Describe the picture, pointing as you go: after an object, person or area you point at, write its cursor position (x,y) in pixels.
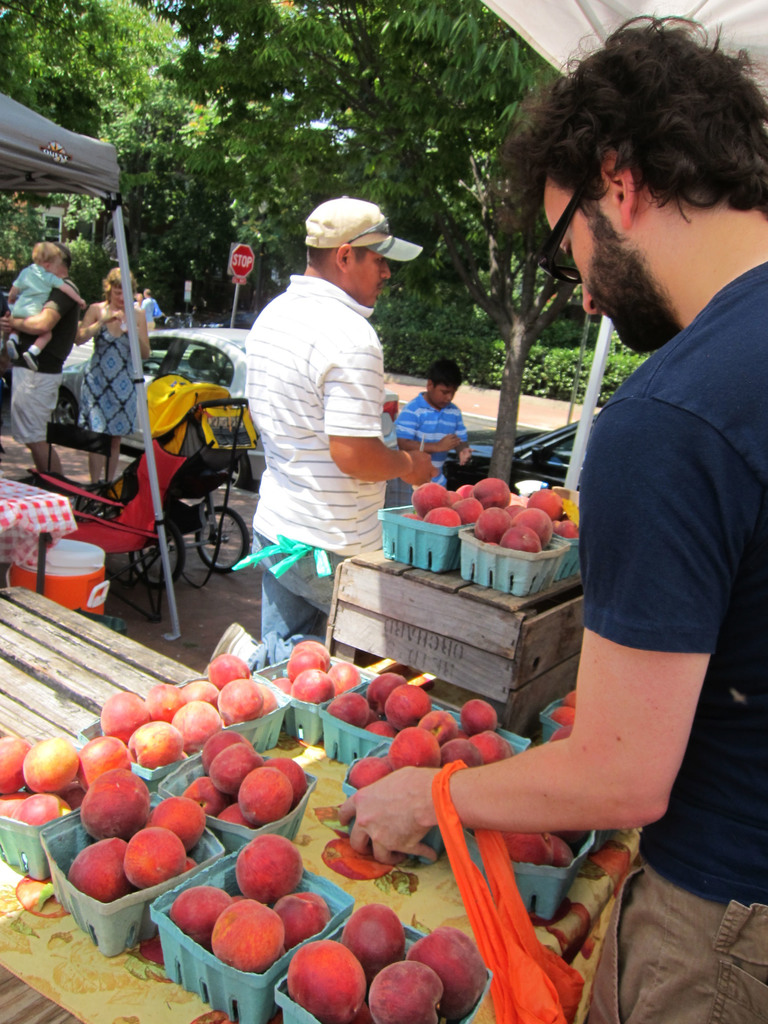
In this image in the front (432,675) there are fruits (218,787) in the basket (289,816) which is on the table (56,696) and on the right side (668,703) there is a man (697,650) standing. In the center (289,438) there are persons (304,427) standing, there is a car (166,367), there is a stroller (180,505). In the background (191,234) there are trees (361,185) and plants (547,352).
